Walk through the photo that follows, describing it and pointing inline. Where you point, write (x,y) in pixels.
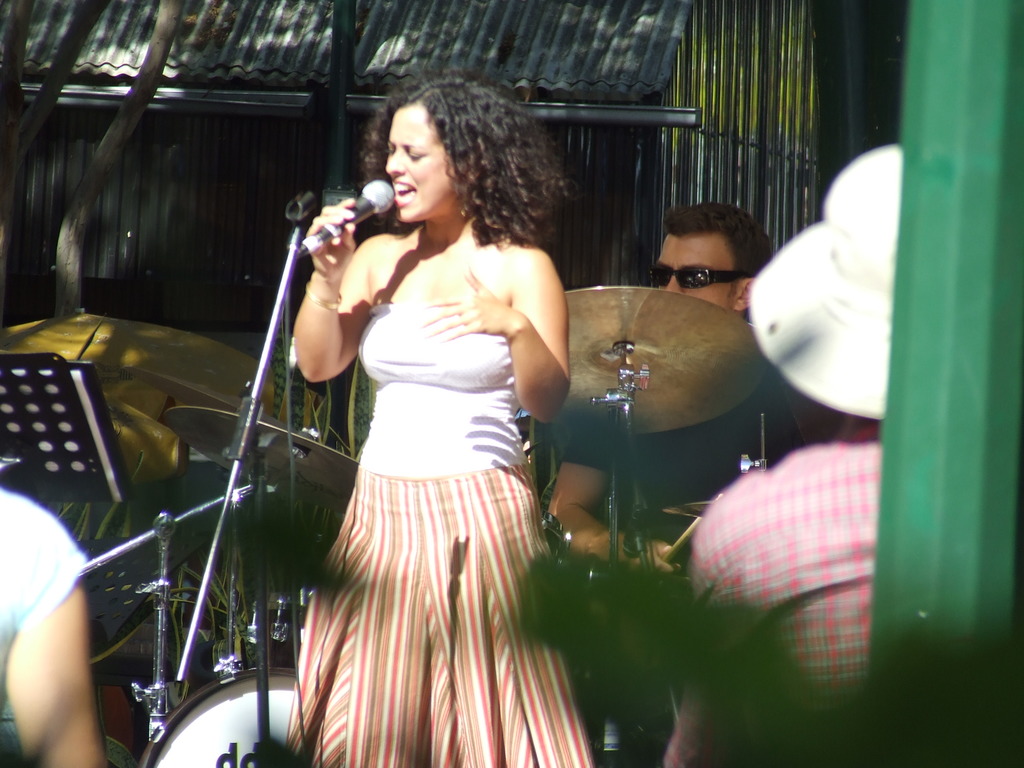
In this image we can see the person (508,354) standing with the hand (322,219) holding a mic (379,209) and singing. And there are people (737,518) sitting. One person (572,520) playing a musical instrument (604,410) and there is the shed (244,90), board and it looks like a tree trunk (108,152).
